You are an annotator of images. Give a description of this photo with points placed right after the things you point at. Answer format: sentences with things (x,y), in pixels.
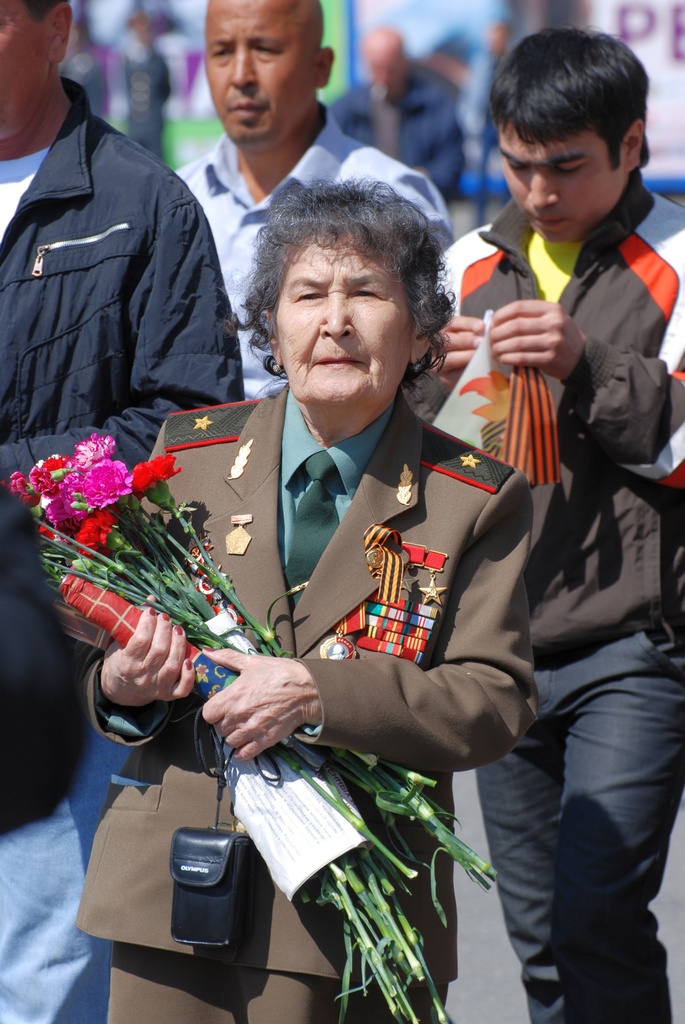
In the foreground of this image (295,545), there is a woman (403,568) in brown colored suit (389,705) and holding flowers (177,615) in her hand (184,674). In the background (121,450), there are three men (233,183) walking on the ground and where one is holding a cloth (484,405) in his hand (531,331) and in the background (410,60) we can see few persons (137,55).
